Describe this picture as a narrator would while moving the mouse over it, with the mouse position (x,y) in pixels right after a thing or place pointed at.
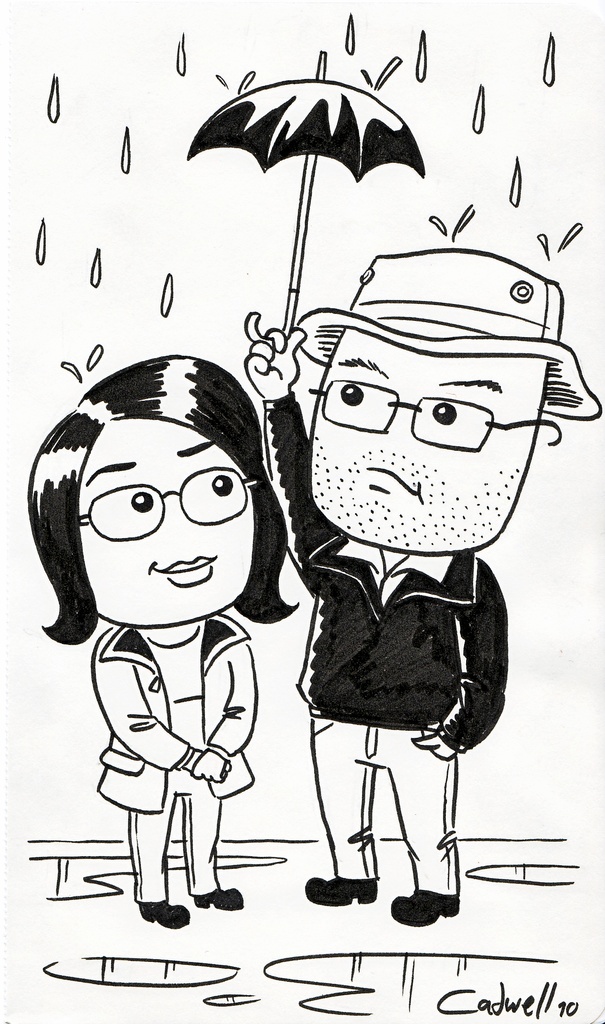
This is an animated picture, in this image we can see two persons (301,507), among them one person (293,348) is holding an umbrella (302,138) and also we can see it's raining.
